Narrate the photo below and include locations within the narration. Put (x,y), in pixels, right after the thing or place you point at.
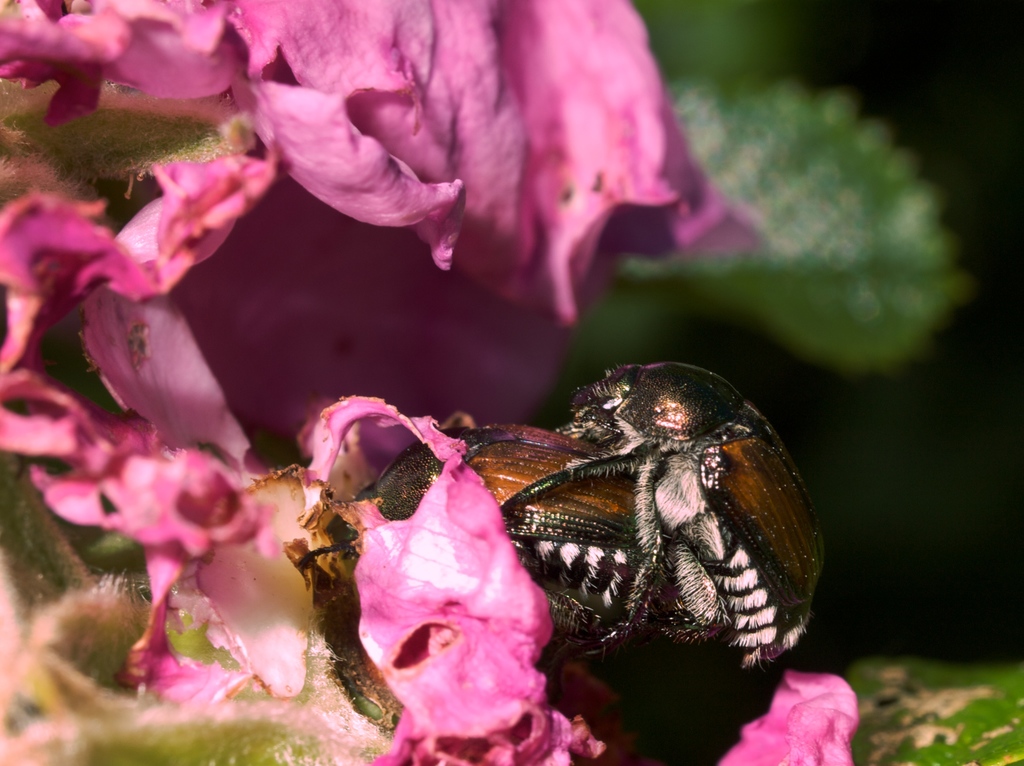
Here we can see an insect (657,500) on the other insect (627,524) on a plant (149,501) and on the left side (149,272) we can see flowers (150,227). In the background (732,78) the image is blur but we can see the leaves (812,138).
